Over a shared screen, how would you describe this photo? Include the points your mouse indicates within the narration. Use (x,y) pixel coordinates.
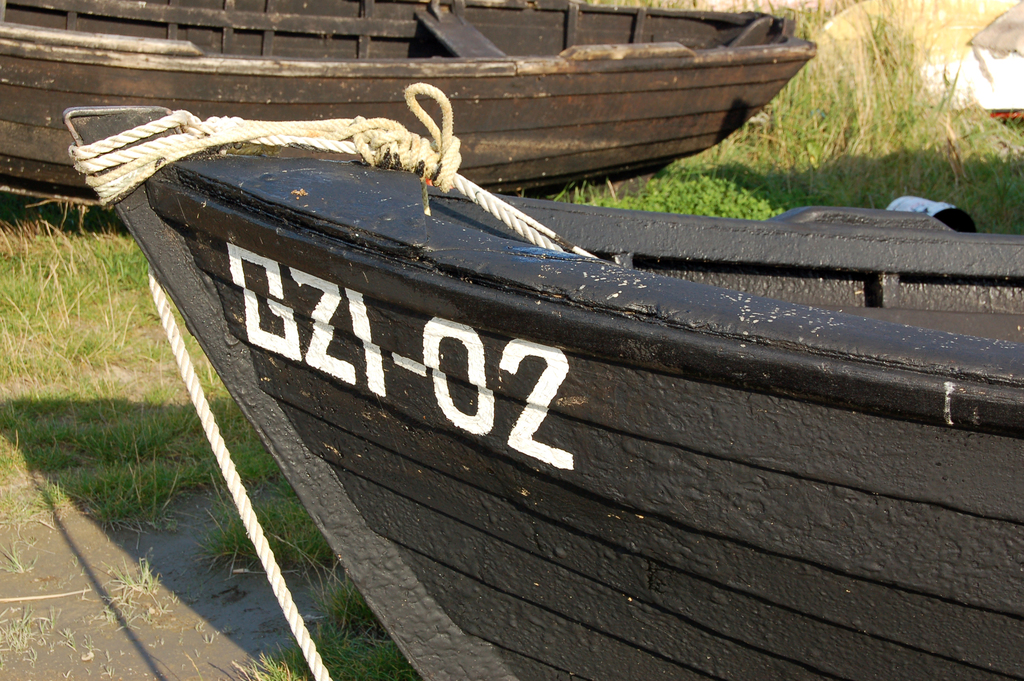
In this image we can see a few boats (441,220) on the surface (739,181).
